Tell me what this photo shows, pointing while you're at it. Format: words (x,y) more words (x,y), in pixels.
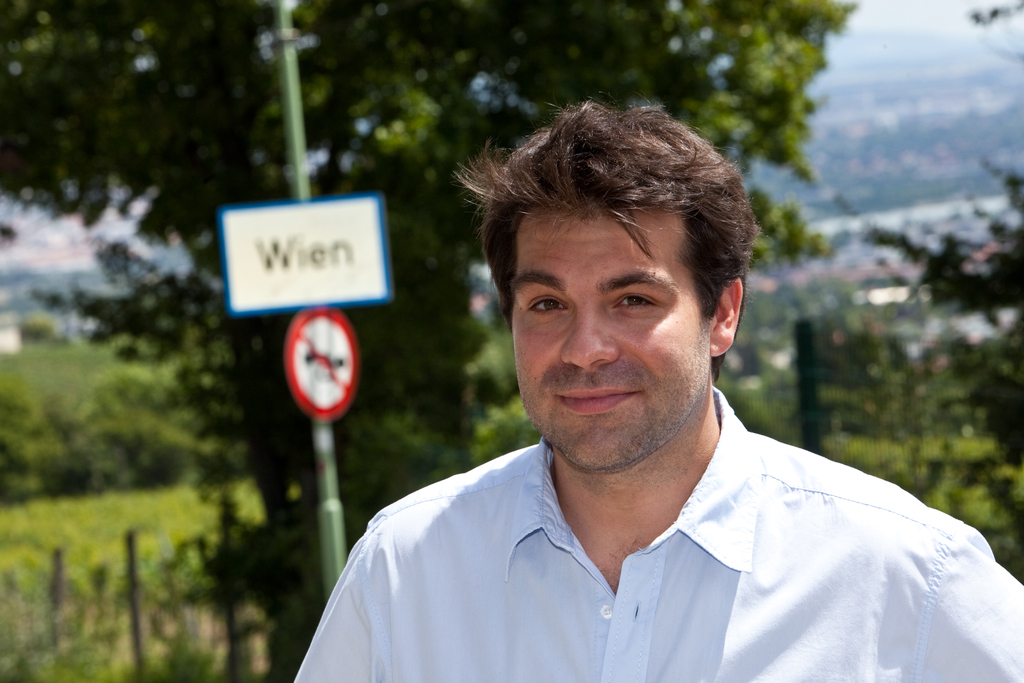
In this picture I can see a man (606,384) in front (721,483) who is wearing white color shirt (663,577) and behind him I can see a pole (288,0) on which there are 2 boards (227,262) and I see a word (278,260) written on a board (301,253). In the background (190,334) I can see the trees (180,466) and the grass (0,509) and I see that it is blurred in the background (817,356).
